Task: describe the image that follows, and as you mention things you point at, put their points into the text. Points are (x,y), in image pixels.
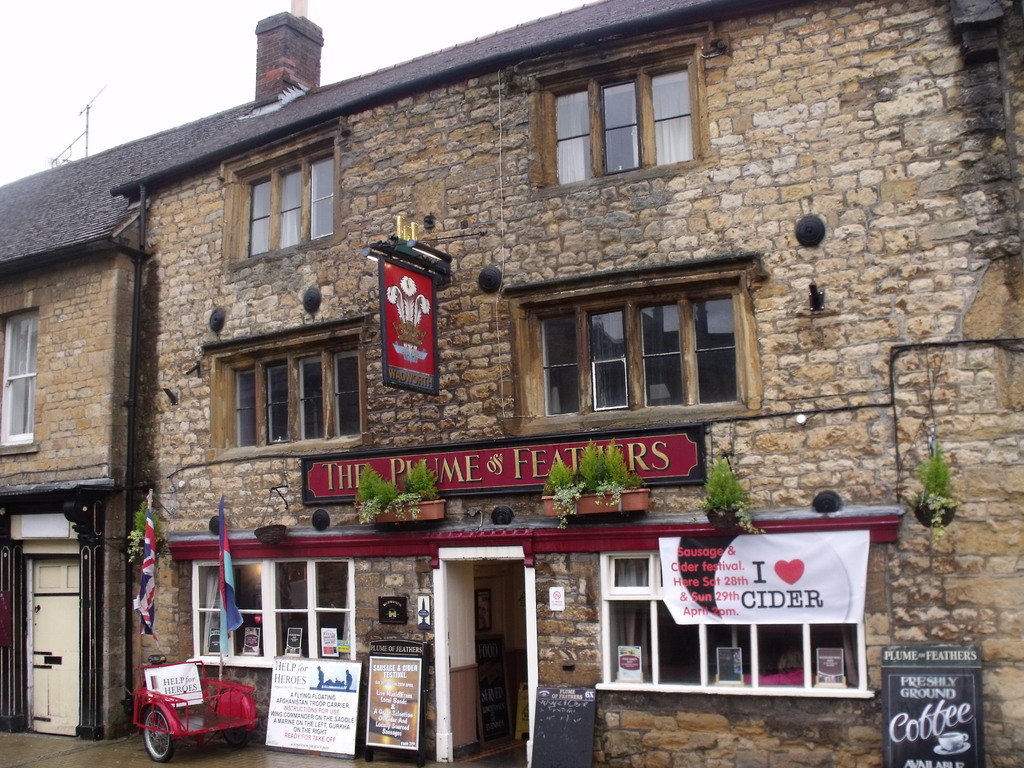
In this picture we can see a building (608,522) with windows (219,438), houseplants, banners (711,573), flags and in the background (38,22) we can see the sky (35,44) with clouds (35,44).
